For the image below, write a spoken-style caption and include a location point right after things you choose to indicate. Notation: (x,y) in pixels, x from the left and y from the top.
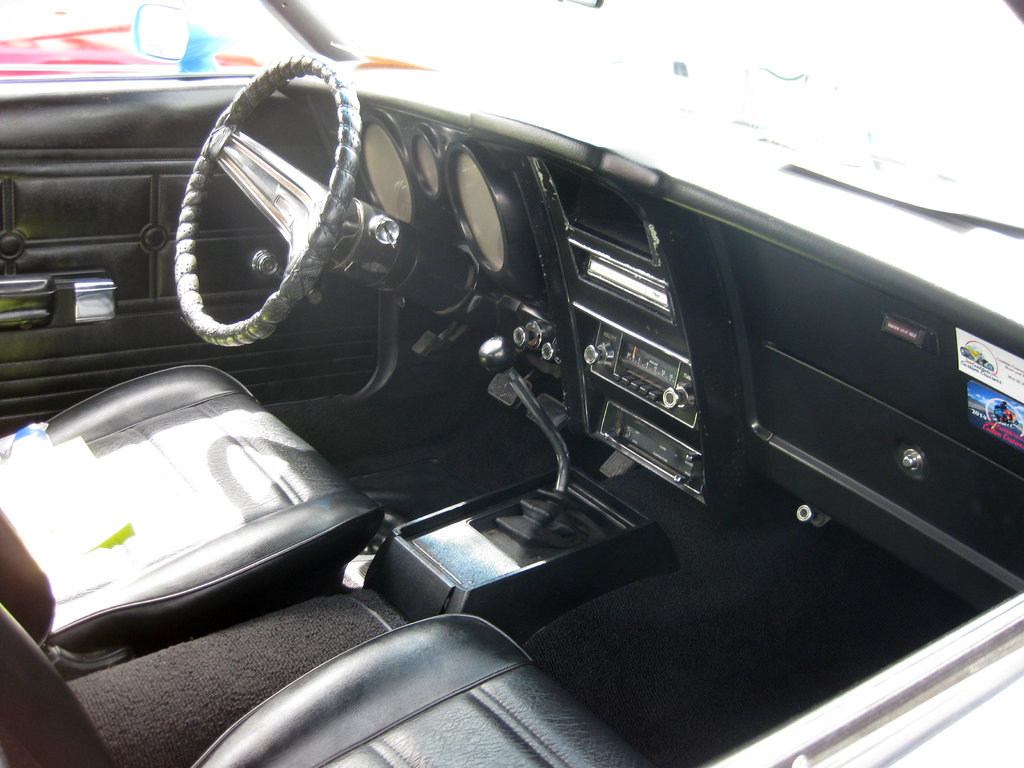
In this picture, it seems to be the view of a car (761,232) from inside, it includes steering (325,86), speedometer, seats (206,421) and other parts (377,594).
